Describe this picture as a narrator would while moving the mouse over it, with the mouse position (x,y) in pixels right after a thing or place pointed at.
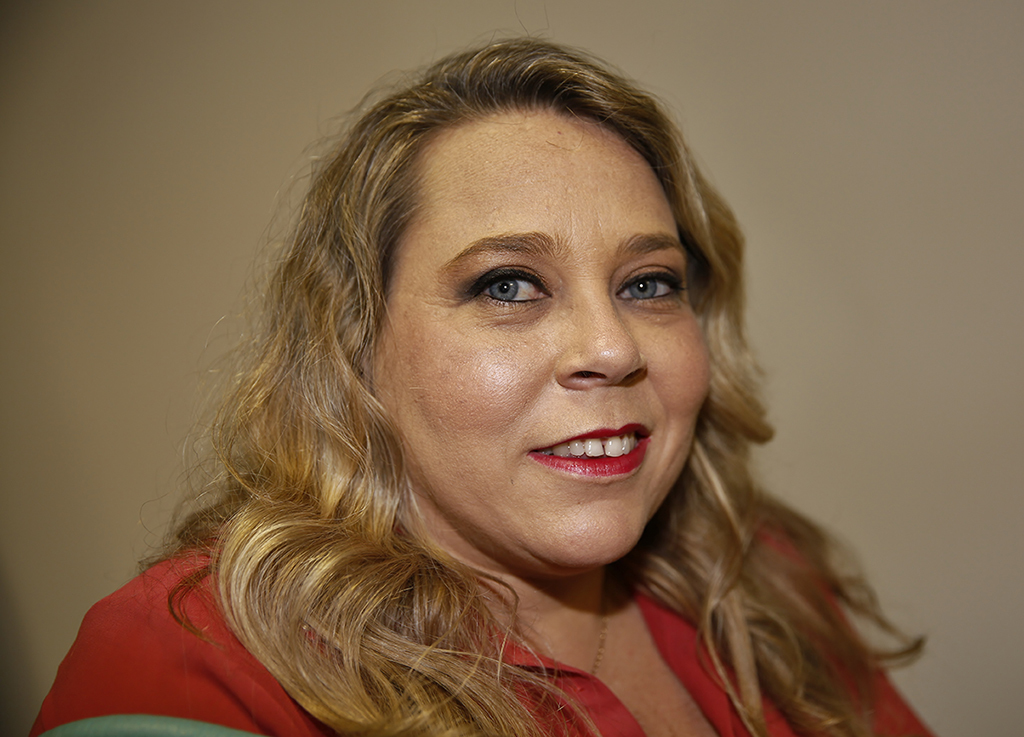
There is a woman (665,316) in the center of the image (652,369).
